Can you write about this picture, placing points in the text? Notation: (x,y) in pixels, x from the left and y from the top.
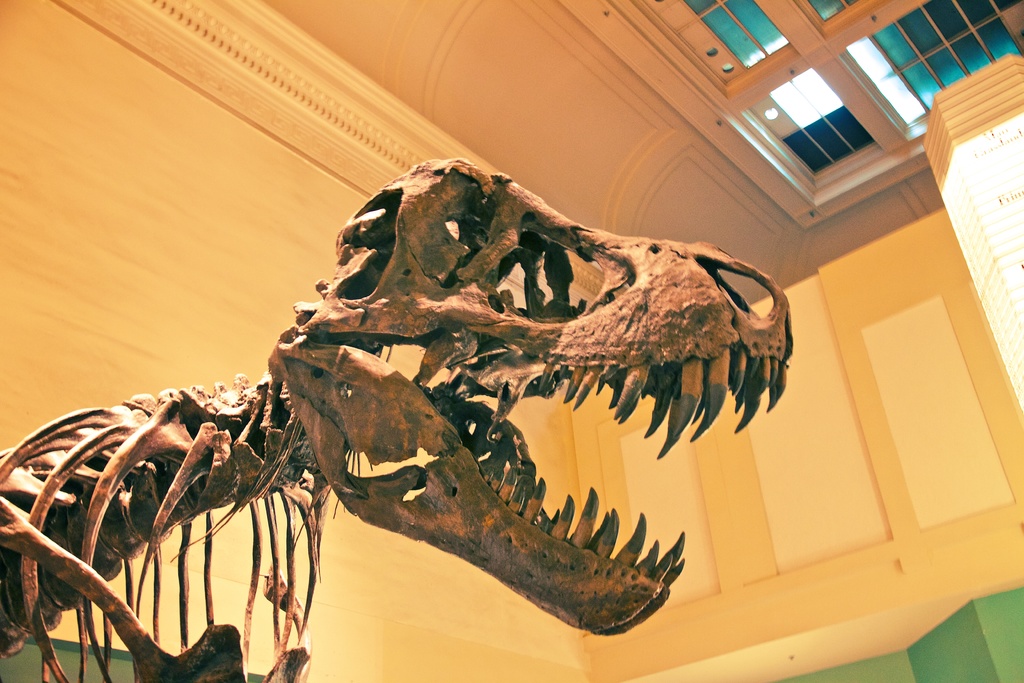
In this image, we can see an animal skeleton (318,465). Background (423,657) there is a wall (426,609). Top of the image (818,113), we can see glass (747,58), light (894,105).
